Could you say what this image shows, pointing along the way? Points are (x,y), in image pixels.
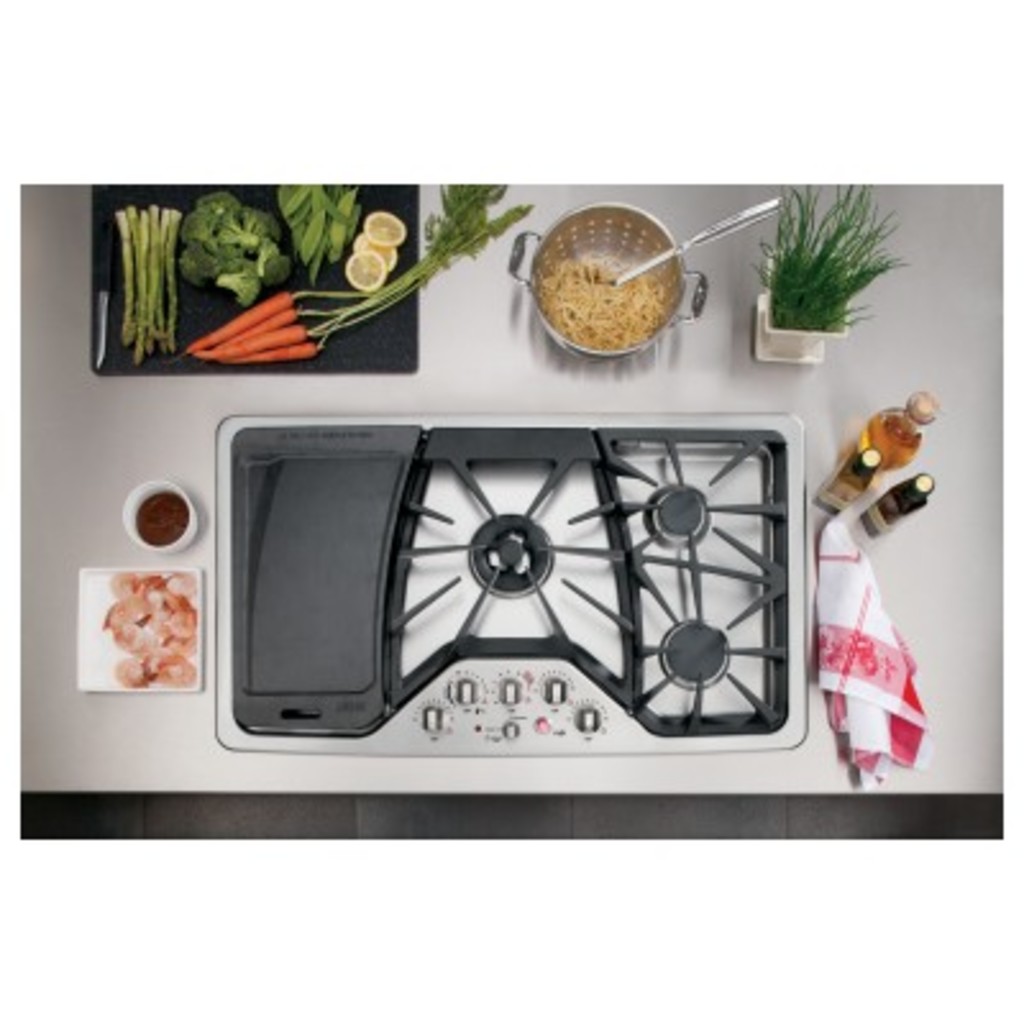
In this picture there is a kitchen platform (394,781). On kitchen platform (983,264) we can see black tray (365,343), steel bowl (644,229), plant (817,294), pot (779,347), box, oil bottles (858,492) and cloth (866,704). In the tray (365,330) we can see carrot (269,333), lemons (365,268), broccoli (258,225) and leaves (332,195). In this steel bowl (675,270) we can see noodles (623,295) and spoon (651,261).
